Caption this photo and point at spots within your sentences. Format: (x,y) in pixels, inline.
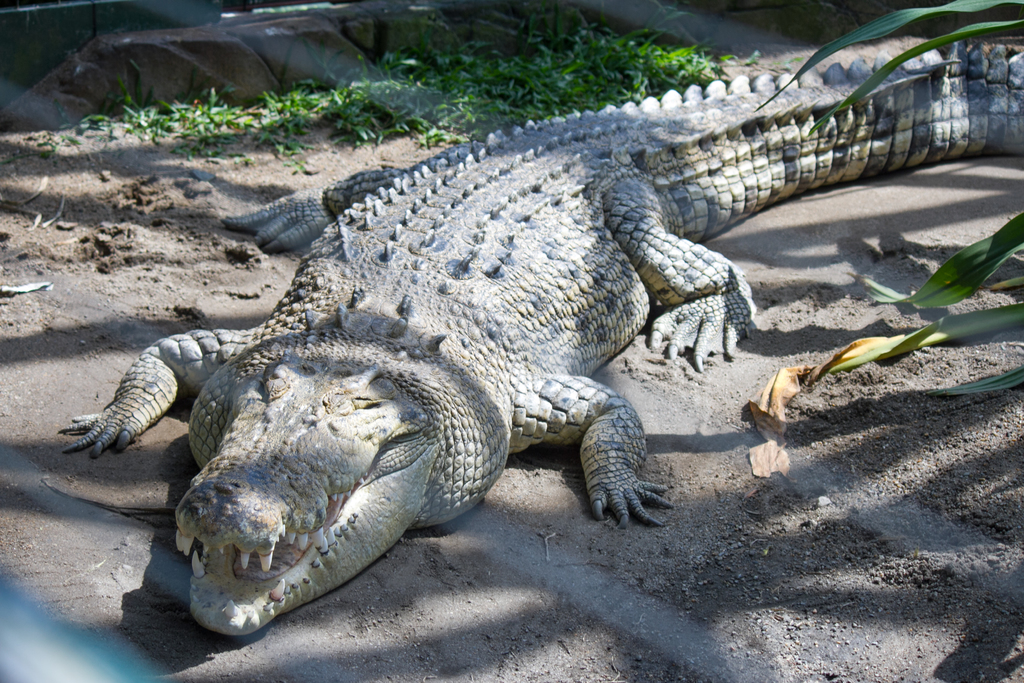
In this picture there is a crocodile (243,533), beside him i can see the grass (673,70). At the bottom (689,661) there is a fencing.
